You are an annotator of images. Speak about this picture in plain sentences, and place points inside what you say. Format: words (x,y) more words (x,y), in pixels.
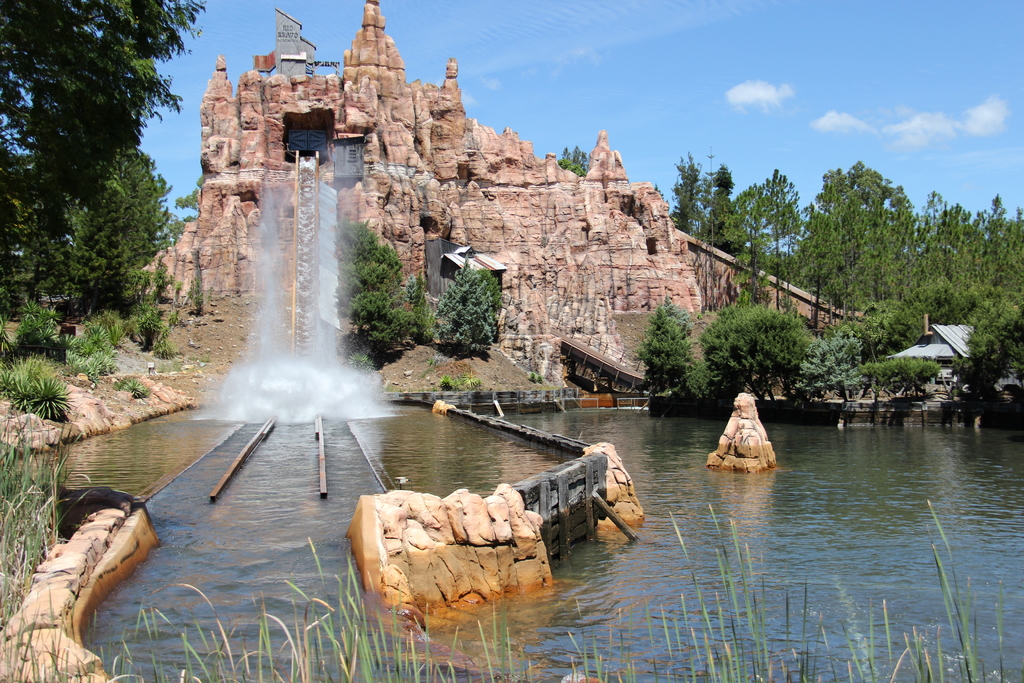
This image is clicked outside. There is water (465,676) in the middle (544,419). There are trees (73,155) on the left side (135,322) and right side (857,256). There is something like waterfalls (299,263) in the middle (353,406). There is sky (652,67) at the top (652,67).
